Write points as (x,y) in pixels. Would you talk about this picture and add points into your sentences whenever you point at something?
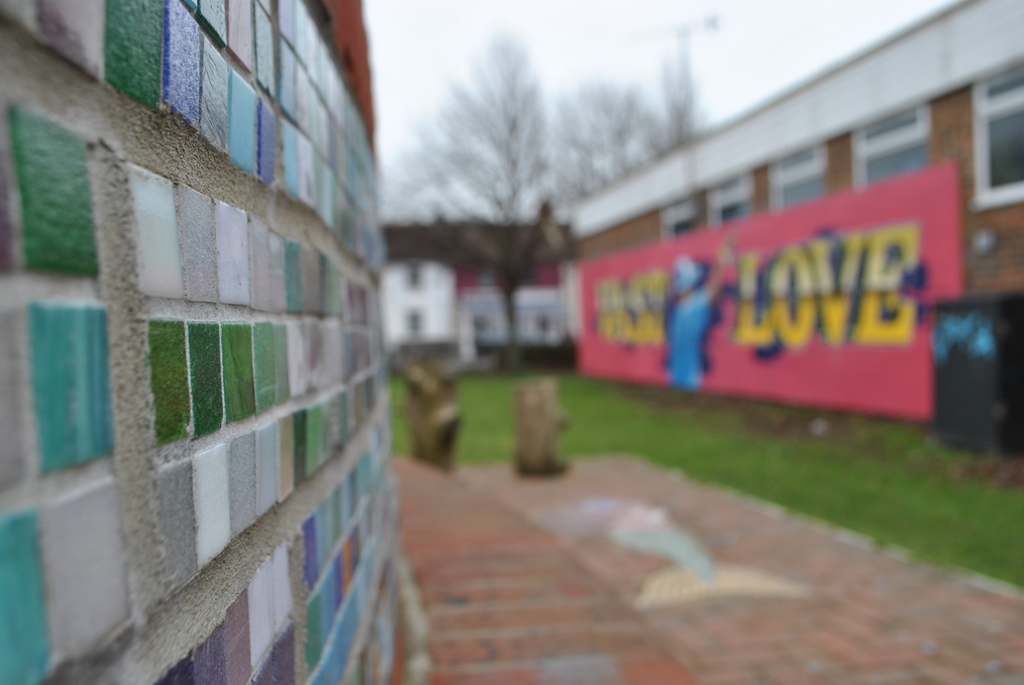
In this image we can see a wall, some buildings (525,316) with windows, a board (590,345) with some text (634,325) on it, a trash bin (1001,456), some wooden logs (452,434), grass (478,459), trees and the sky (415,40).
